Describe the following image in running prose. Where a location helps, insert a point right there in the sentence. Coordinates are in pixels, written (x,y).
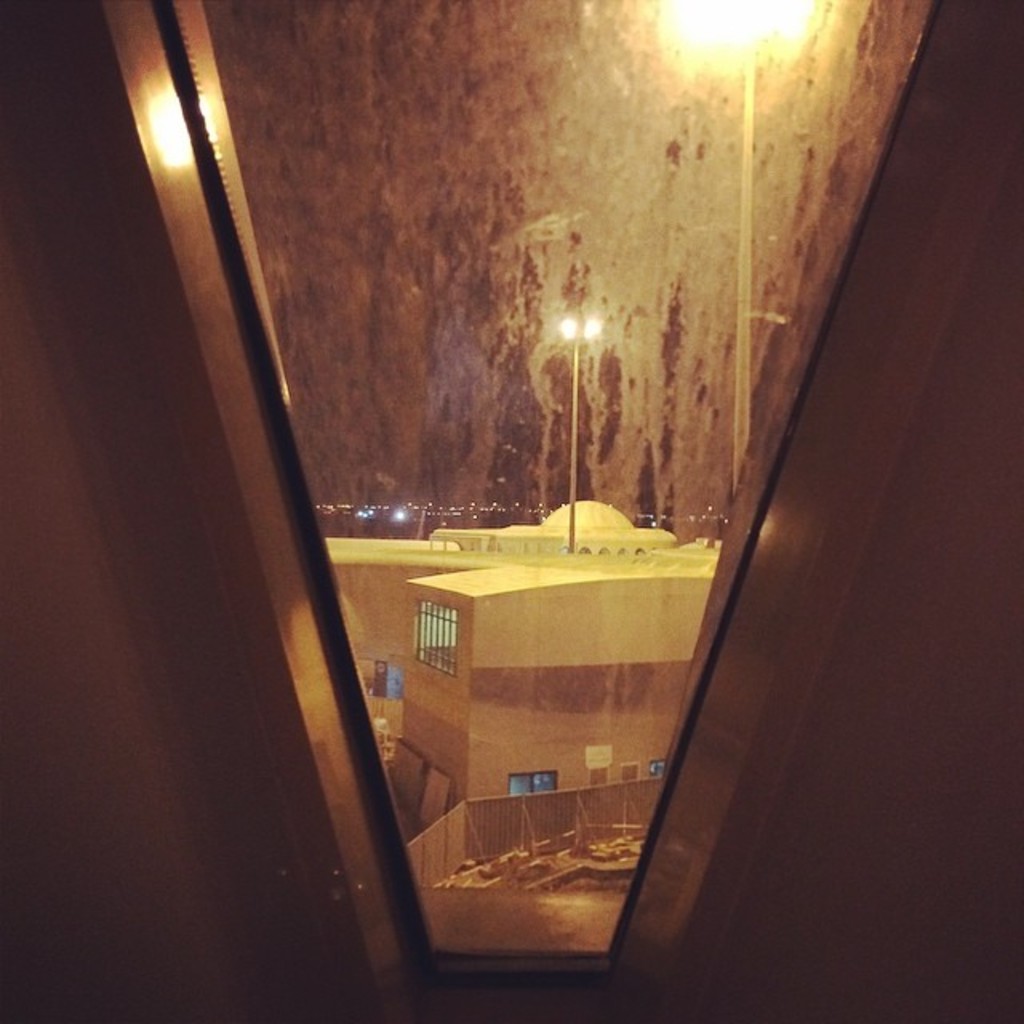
In this image in the foreground (639,493) there is a glass window (540,398) and through the window (515,493) we could see some buildings (495,635), lights (542,511), pole (580,333) and some other objects (600,756). In the foreground (179,809) it looks like a wooden board (868,679).
